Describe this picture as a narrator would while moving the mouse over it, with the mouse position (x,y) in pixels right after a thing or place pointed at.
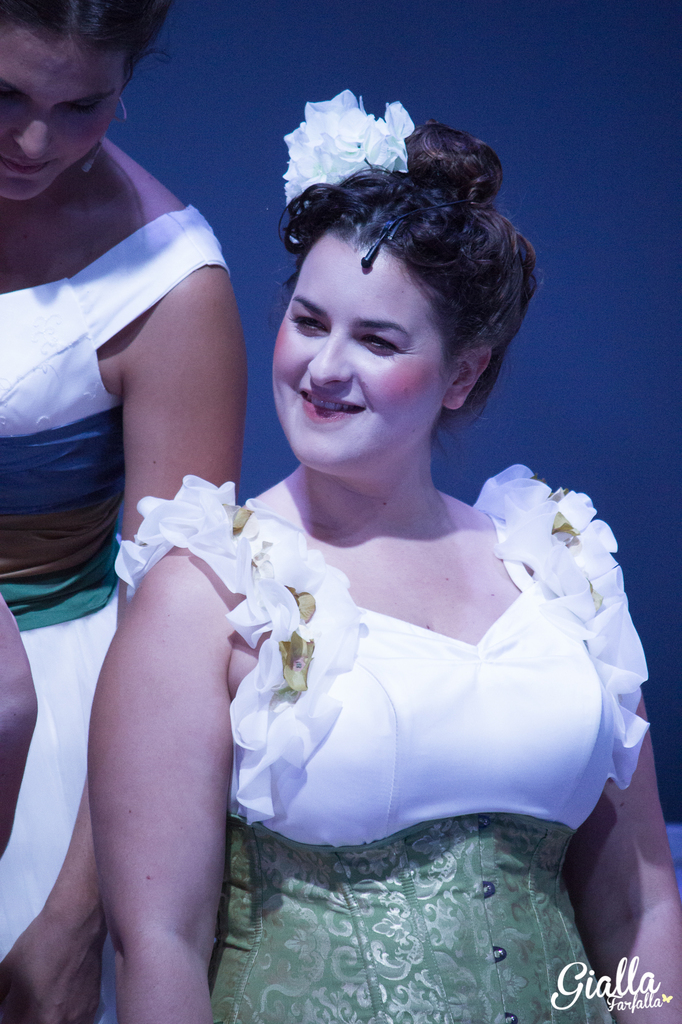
In the picture we can see two women (232,348) wearing multi color dress (522,711) standing and smiling.
